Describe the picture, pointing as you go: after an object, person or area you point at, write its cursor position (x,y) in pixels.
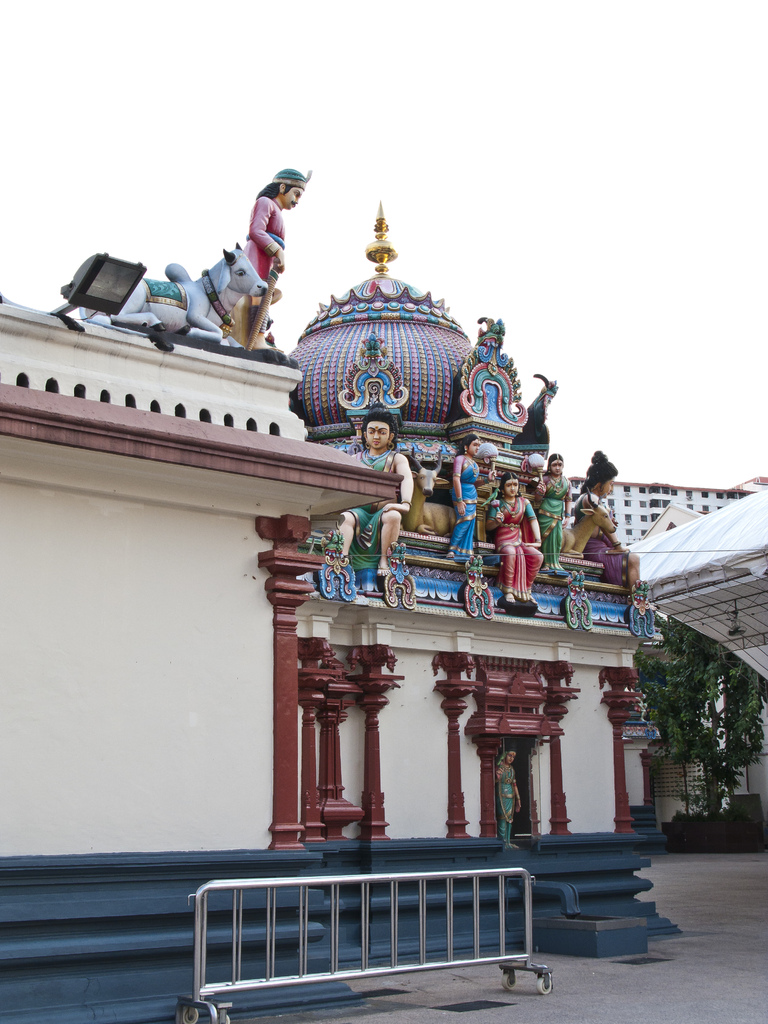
In this picture we can see few metal rods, light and a temple (487,618), in the background (703,727) we can find few trees (672,639) and a building (634,538).
